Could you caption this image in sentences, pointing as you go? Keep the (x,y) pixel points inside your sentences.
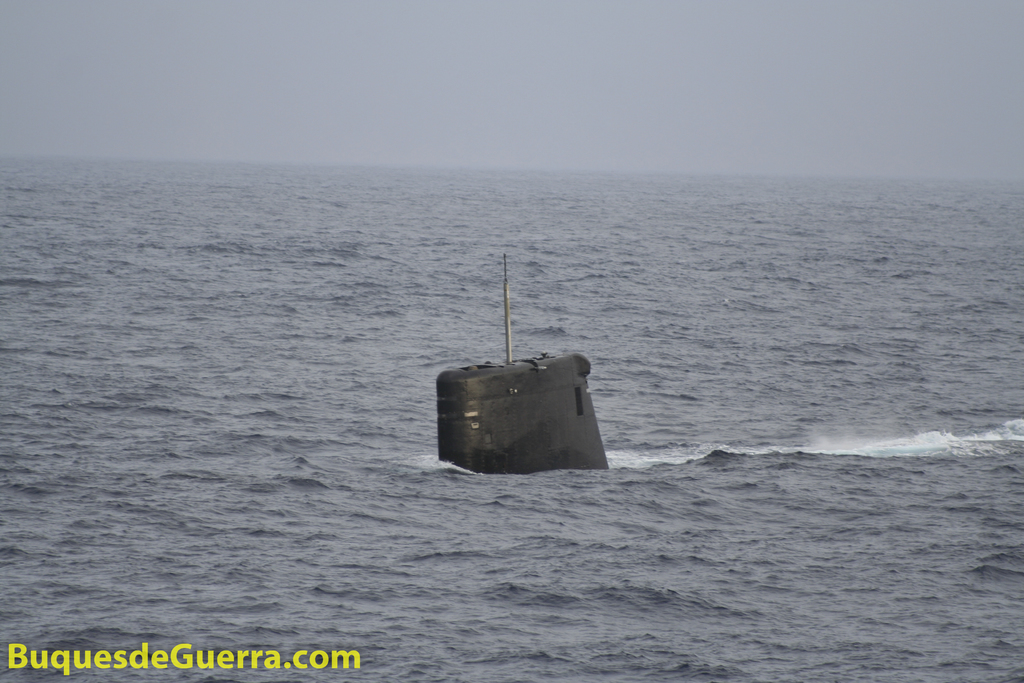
In the middle of the picture (494,385), we see a black color object (537,449). It might be a ship (529,407). At the bottom (500,564), we see water (793,504) and this water (371,515) might be in the sea (212,490). At the top (645,138), we see the sky (645,138).
